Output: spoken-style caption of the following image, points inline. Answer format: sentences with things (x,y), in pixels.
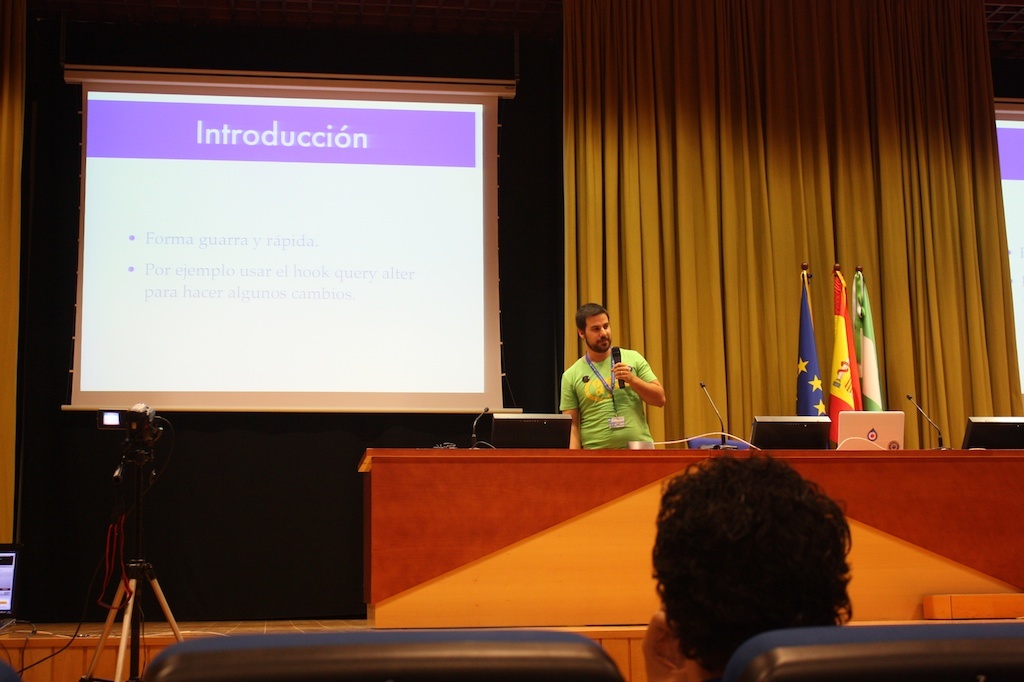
In the picture we can see a stage (579,632) on it, we can see a desk (416,509) with some computer systems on it with microphones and behind it, we can see some flags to the poles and a man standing and talking into the microphone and behind him we can see a curtain (943,431) and beside it we can see a screen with some information and near to the stage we can see a person (751,581) sitting on a chair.
